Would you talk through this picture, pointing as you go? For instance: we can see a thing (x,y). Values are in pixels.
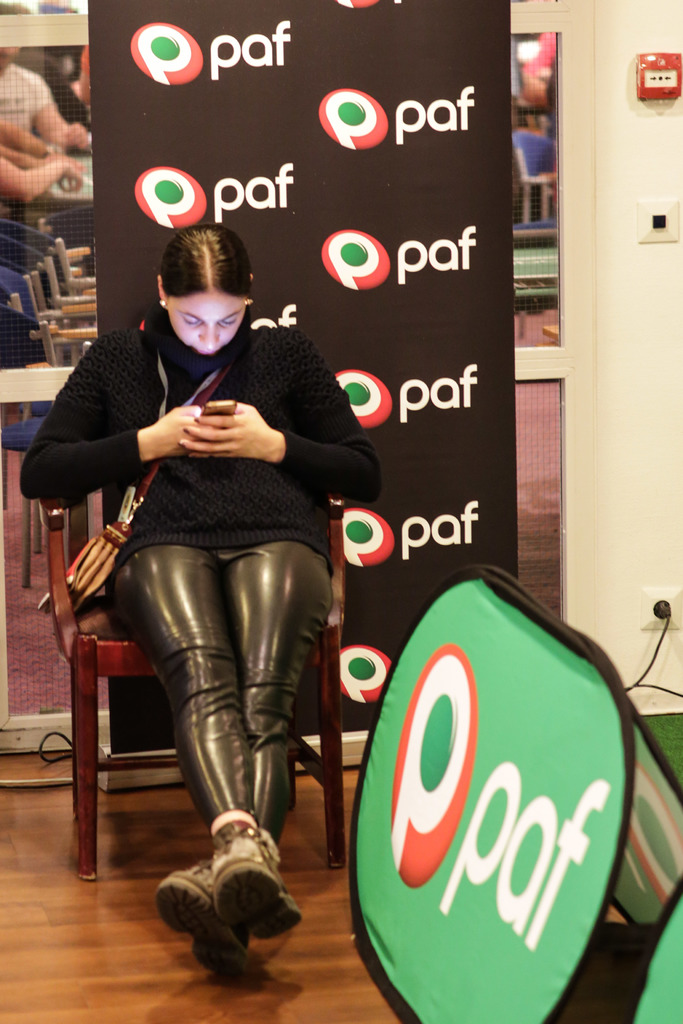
In the image we can see there is a woman (221,345) who is sitting on chair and at the back (196,150) there is a black colour hoarding (268,69) on which it's written "paf".
